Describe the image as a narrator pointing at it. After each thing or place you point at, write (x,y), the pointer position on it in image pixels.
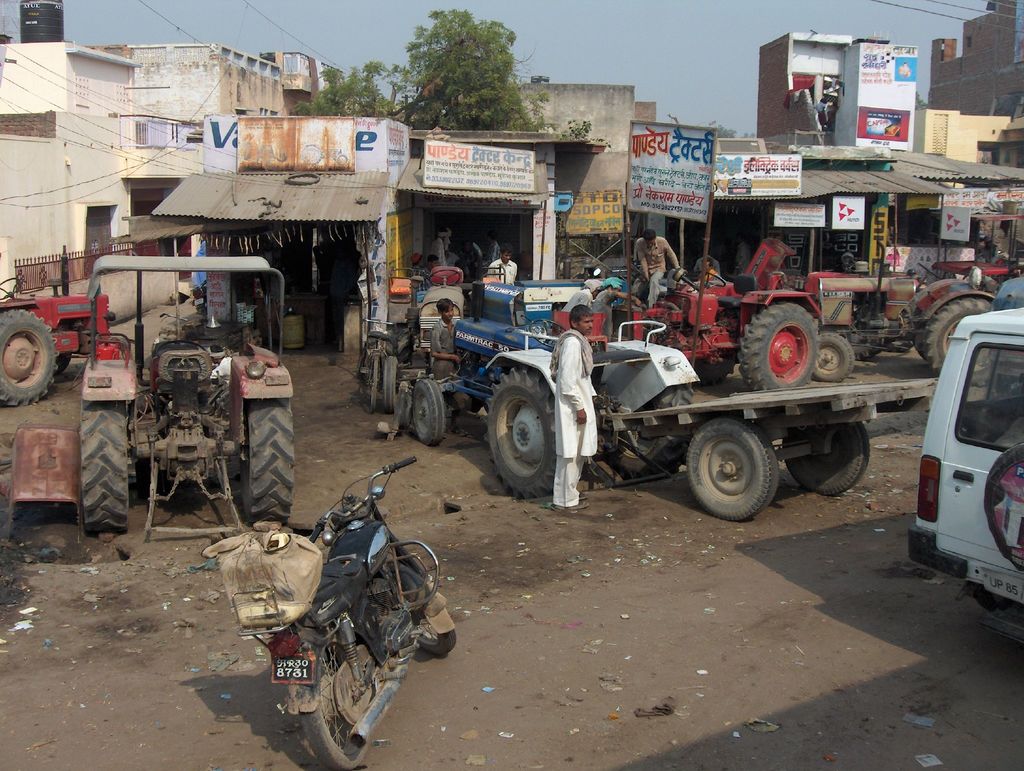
In this image, on the right side (1017,334), we can see a vehicle (1019,577) which is placed on the road (905,606). On the right side (814,280), we can also see some tractors (922,286), a group of people (656,270), hoardings (958,224), stall (888,205), building (845,111), electric wires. On the left side (341,641), we can see a bike (333,625), on the bike (317,613), we can see an object (253,572) placed in it. On the left side (96,512), we can also see a tractor (103,483), buildings (138,168), shop (263,272). In the middle of the image (561,500), we can see a group of people (578,347), tractor (718,339), hoardings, trees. At the top (613,48), we can see a sky (616,78), at the bottom (525,605), we can see a land (673,657) with some stones (591,649) and some dust particles (779,622).
